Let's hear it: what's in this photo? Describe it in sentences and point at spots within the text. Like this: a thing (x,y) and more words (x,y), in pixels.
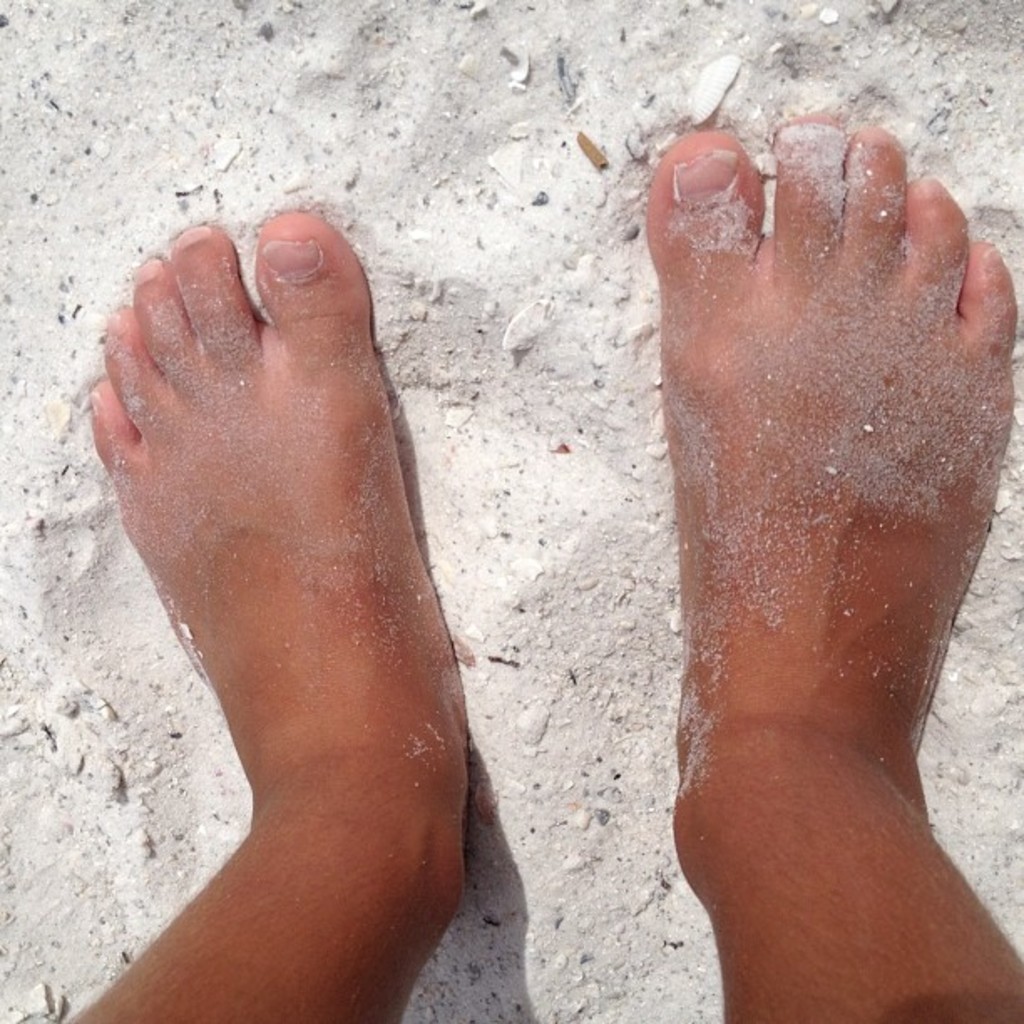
In this image we can see a human feet (784,826) on a sandy land (421,485).
